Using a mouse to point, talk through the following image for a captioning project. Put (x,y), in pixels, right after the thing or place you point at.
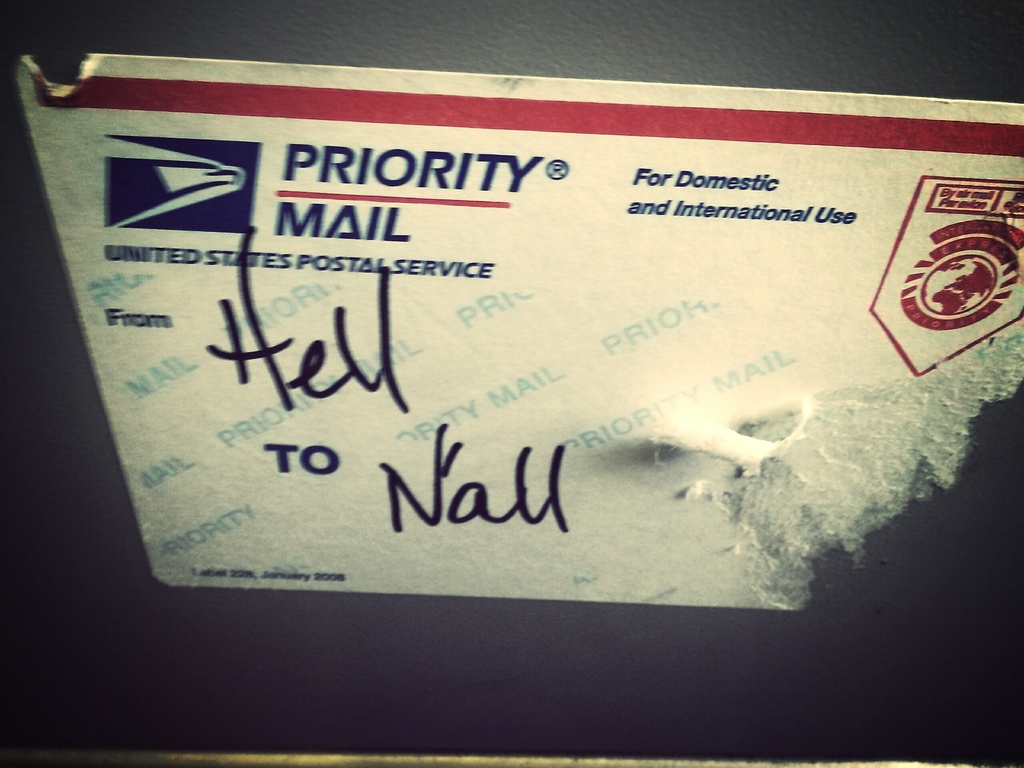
There is a sticker (319,132) of postal service and the name (297,383) of the sender and the receiver are mentioned on the sticker (471,343).
